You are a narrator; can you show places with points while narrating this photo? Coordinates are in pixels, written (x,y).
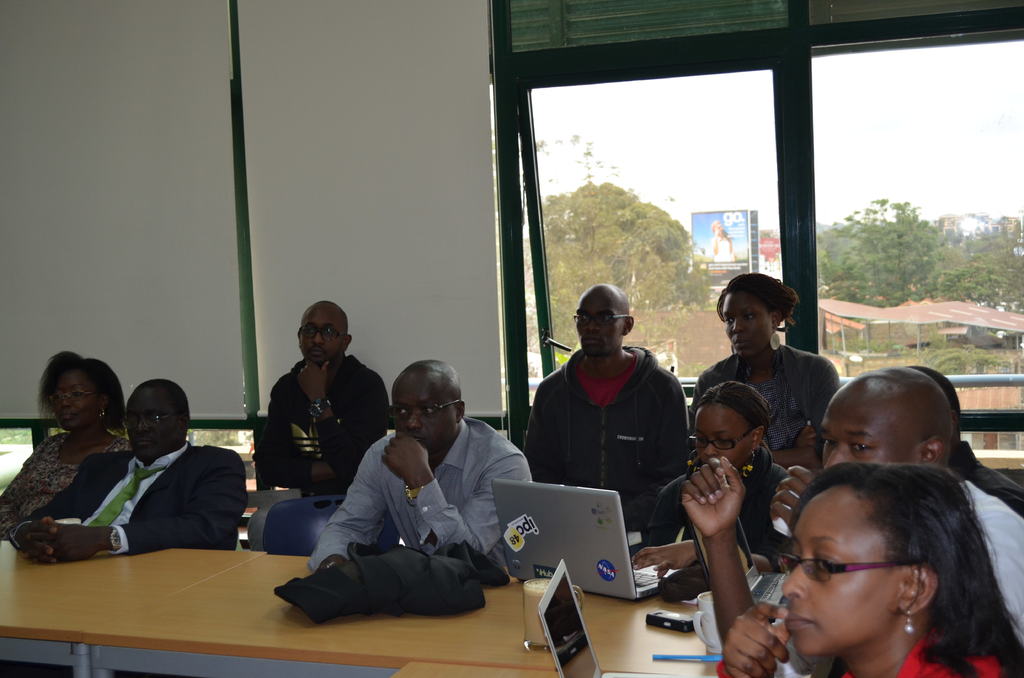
There are few persons (397,498) sitting on the chairs (252,497) at the table (237,635). On the table (431,631) we can see cloth (417,579), laptops (554,638), glass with liquid (534,606) in it, cup (703,641), electronic device (685,619) and a pen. In the background (187,317) there is a screen (168,210), wall (388,263) and windows (806,348). Through the window glass doors (775,275) we can see trees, roof (934,313), poles (824,330), buildings (910,327), hoardings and sky (688,227).
